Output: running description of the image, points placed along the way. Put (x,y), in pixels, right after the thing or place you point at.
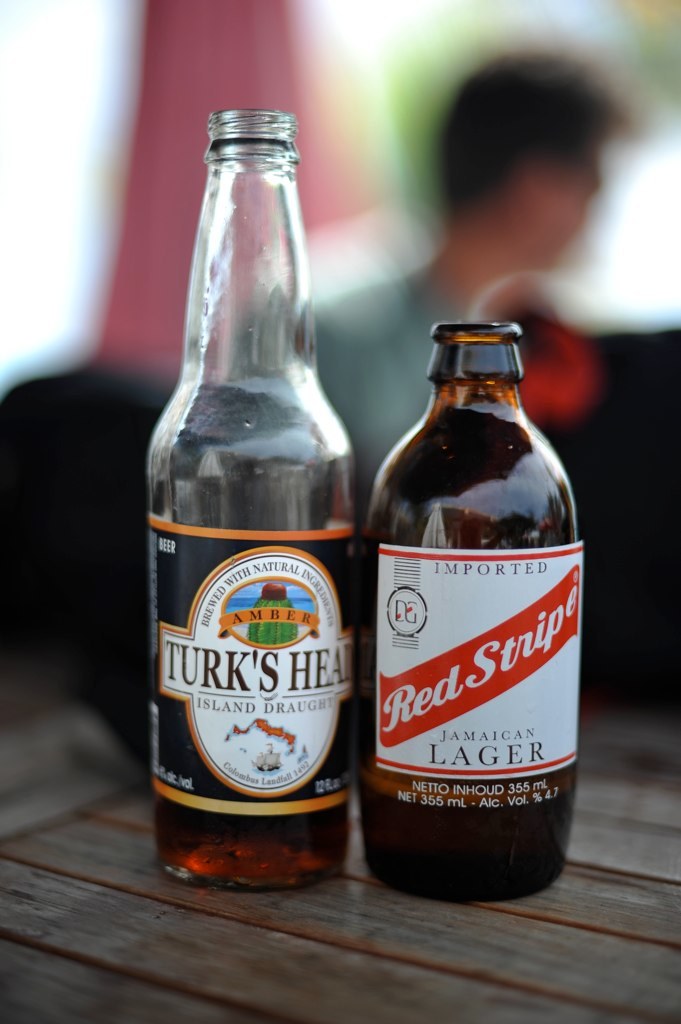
There are two beer bottles (350,699) on a table (388,899).
